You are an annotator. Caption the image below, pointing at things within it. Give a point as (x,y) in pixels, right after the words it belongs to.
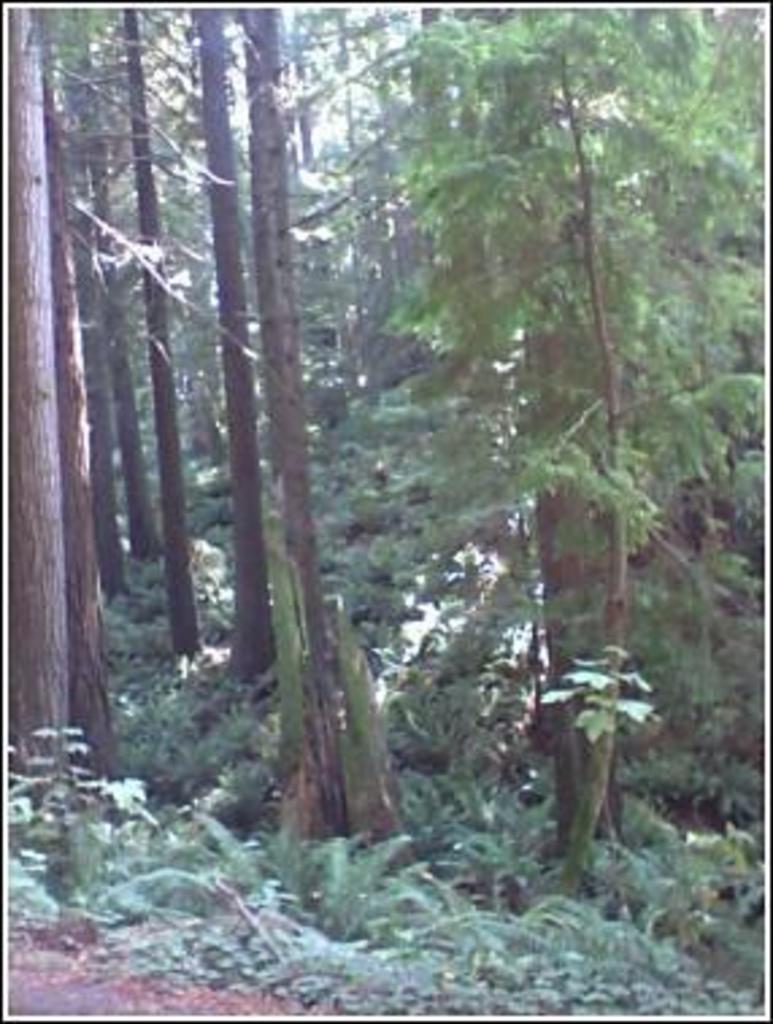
In this image it seems like a forest (216,456) in which there are so many tall trees (254,471). At the bottom (236,889) there are small plants (174,979) and sand (125,992).
